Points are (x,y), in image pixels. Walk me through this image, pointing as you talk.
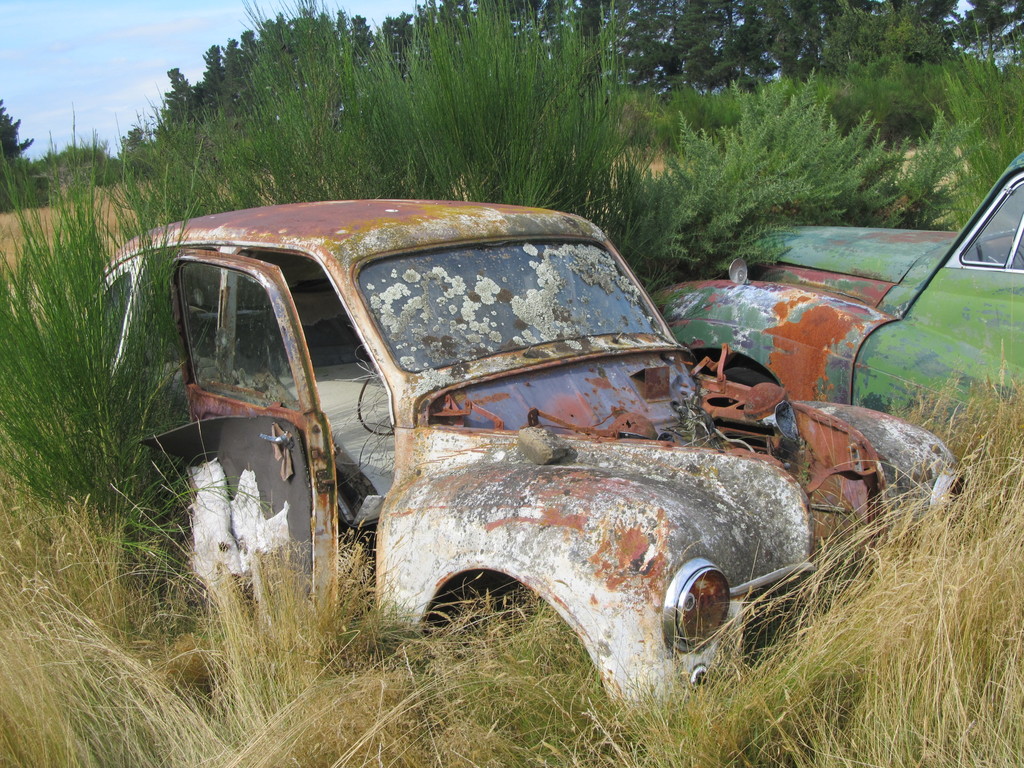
We can see old vehicles (672,620) on the grass (768,675). In the background (185,155) we can see trees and sky (144,86).
